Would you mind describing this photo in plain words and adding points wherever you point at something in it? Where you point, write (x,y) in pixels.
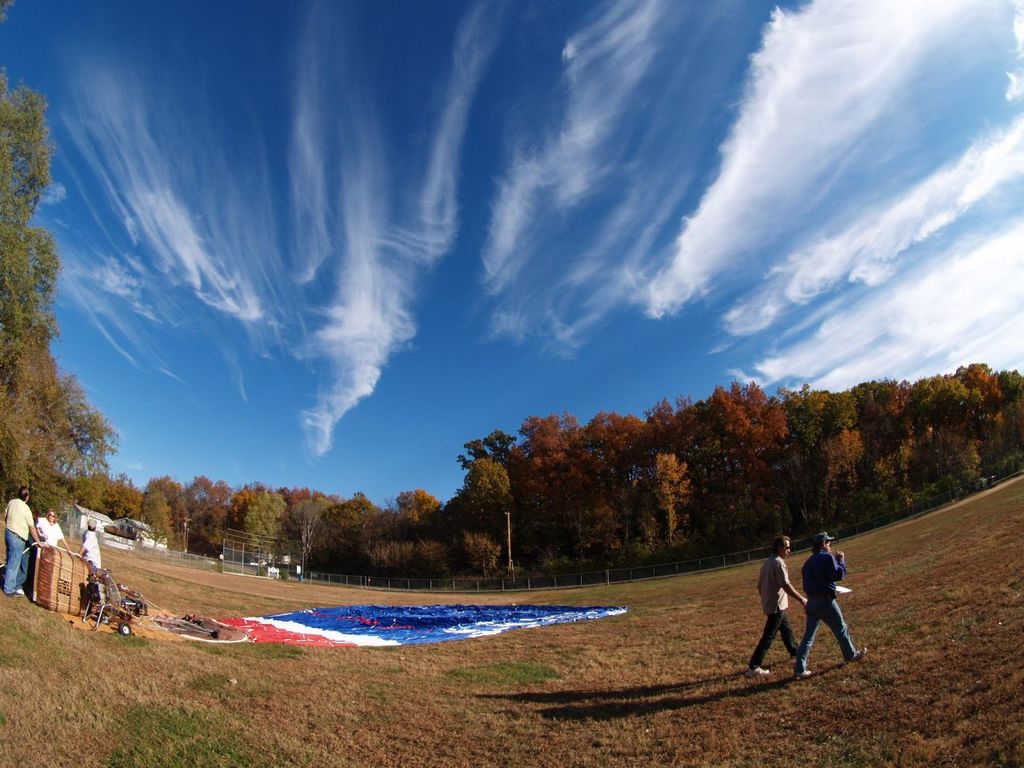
This image is taken outdoors. At the bottom of the image (305,706) there is a ground (679,678) with grass (607,651) on it. At the top of the image (463,208) there is a sky (545,334) with clouds (574,62). In the background (670,505) there are many trees (407,492) and plants (560,555). There is a fencing (545,578). In the middle of the image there is a mat (367,642). On the right side of the image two men (774,643) are walking on the ground (747,617). On the left sides of the image three people (19,566) are standing on the ground (234,645) and there is a basket (76,598).
